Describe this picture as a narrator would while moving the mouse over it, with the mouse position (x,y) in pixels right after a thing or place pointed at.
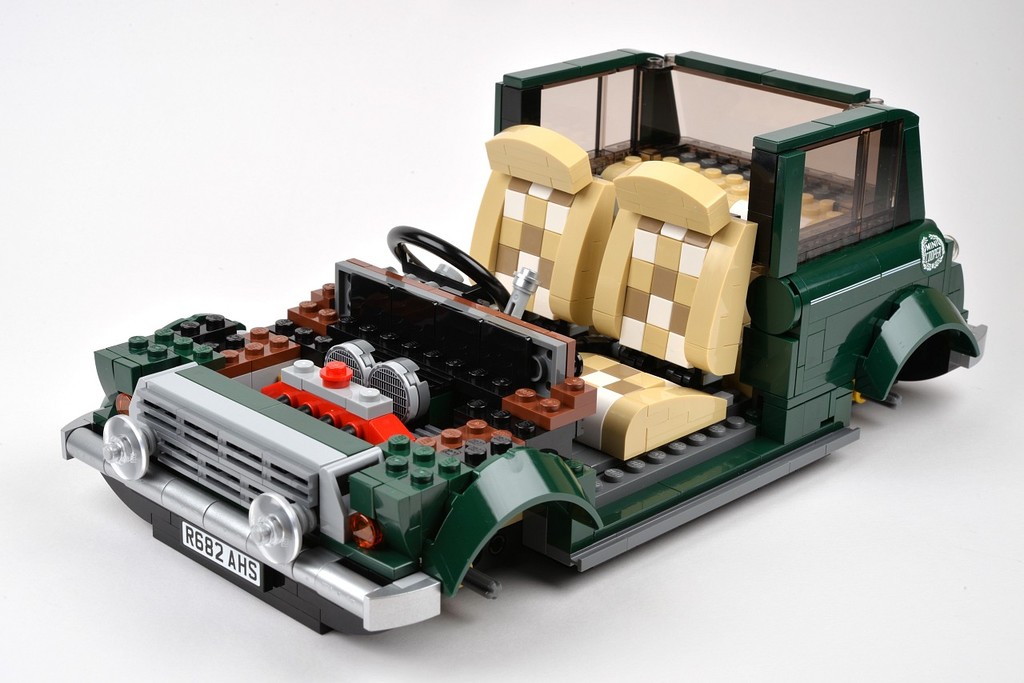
In this picture there is a toy (695,435). At the back (464,97) there is a white background. In the foreground (246,569) there is text (213,550) and there are numbers (223,561) on the vehicle (194,499).
